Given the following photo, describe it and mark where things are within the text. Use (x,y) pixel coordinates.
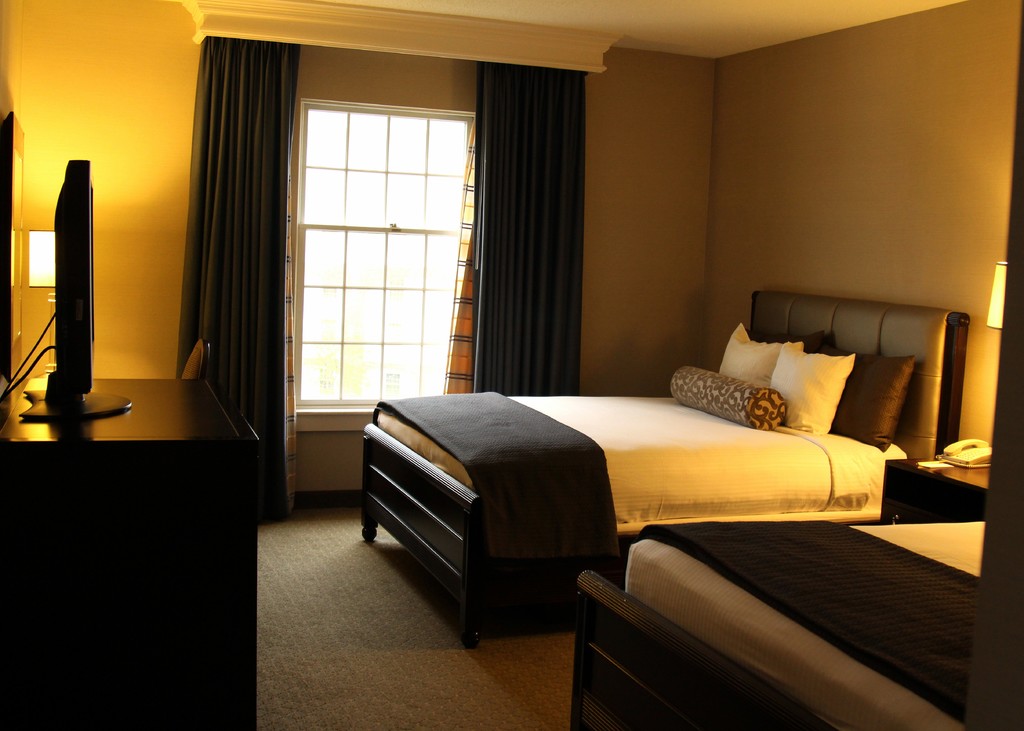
As we can see in the image there is window (368,341), curtains (260,263), yellow color wall (131,244), system (91,313), a bed (450,466) and pillows (795,377).
